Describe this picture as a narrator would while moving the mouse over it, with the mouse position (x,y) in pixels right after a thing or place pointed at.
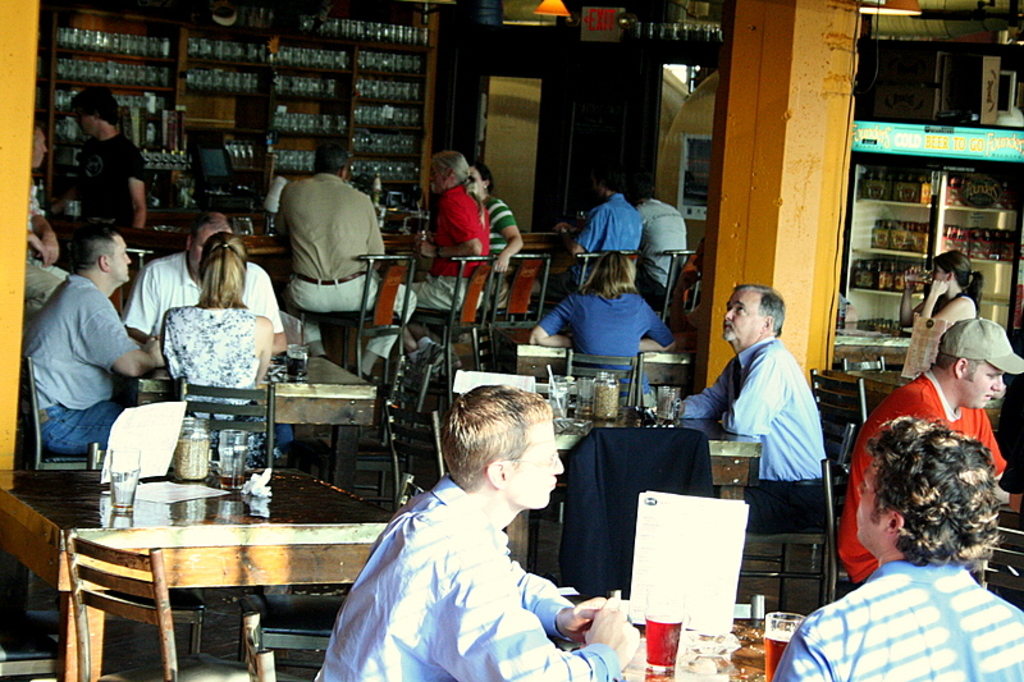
In this picture we can see all the persons (323,674) sitting on chairs (273,651) in front of a table (290,513) and on the table (685,665) we can see drinking glasses (673,642), containers (199,447), jars (206,444). We can see few persons (114,157) standing here. Here we can see a cupboard (254,32) where bottles (139,47) are arranged in a sequence manner. This is a light (553,11).
